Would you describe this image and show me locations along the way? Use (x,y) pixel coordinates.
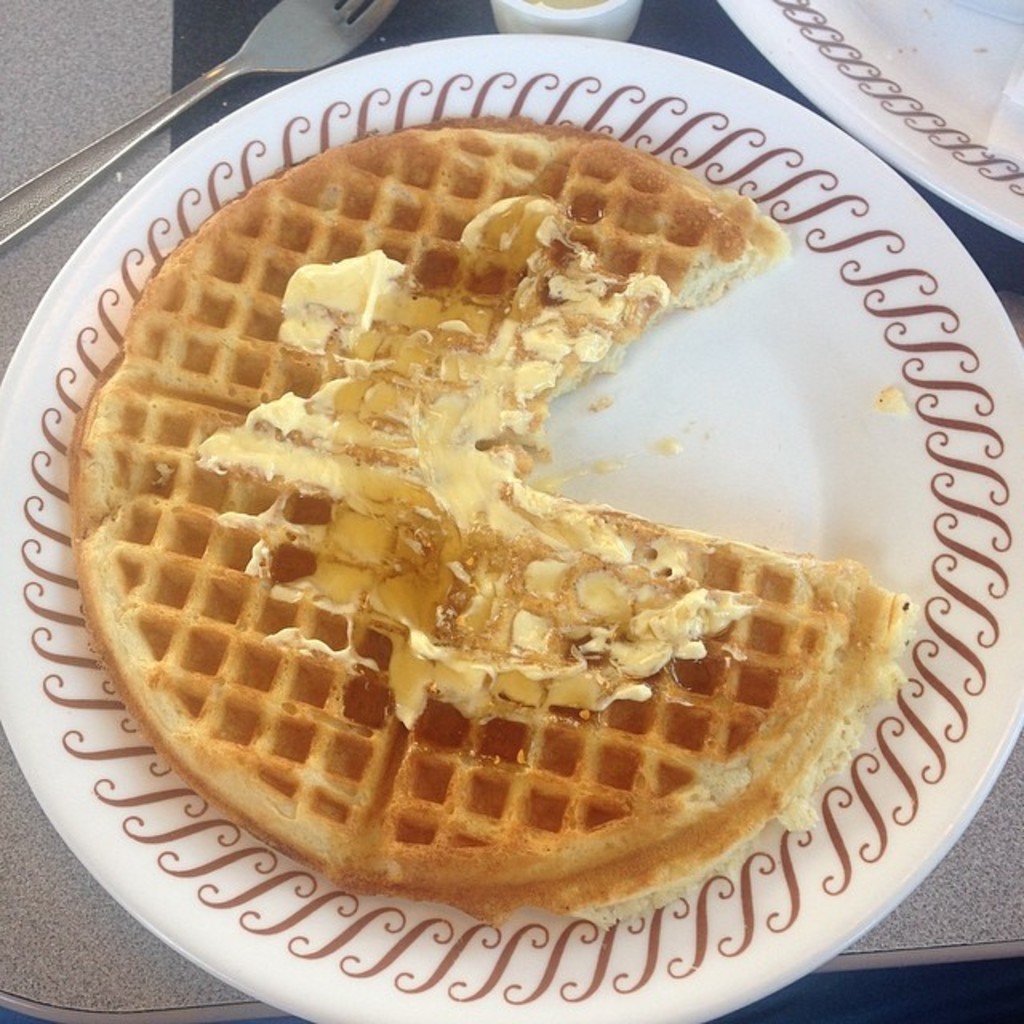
In this image we can see a waffle (334,795) kept on the plate (835,354) and we can see another plate (841,97) and fork (93,143) which are placed on the table (992,825).
